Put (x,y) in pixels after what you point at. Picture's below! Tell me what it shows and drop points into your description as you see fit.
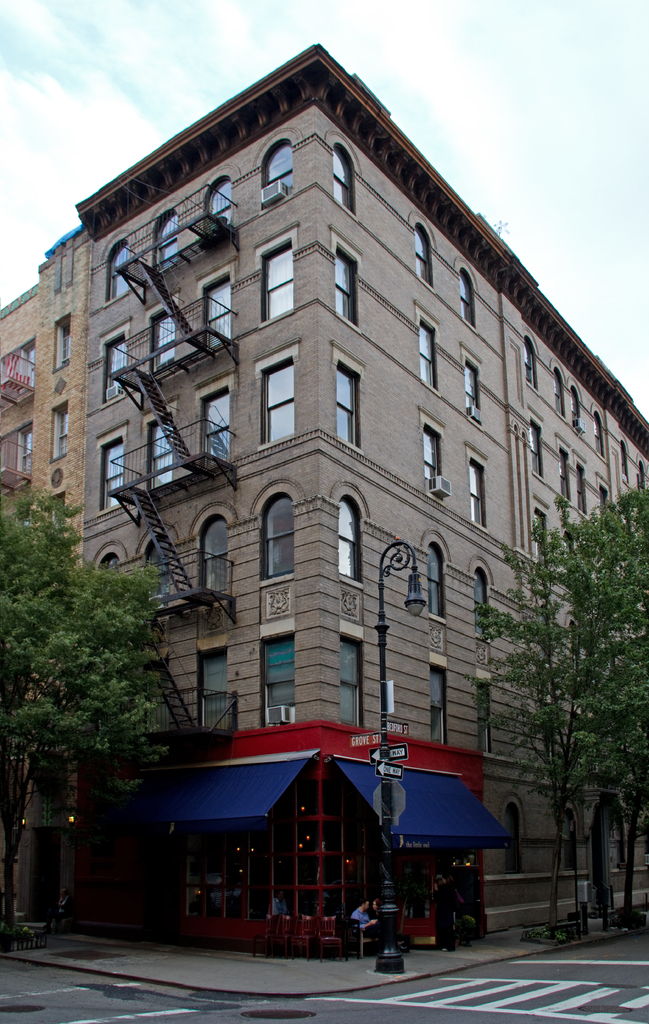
In the center of the picture (345,384) there are trees (48,651), building (389,474), staircases (142,518), windows (339,806), street light (418,596) and other objects (451,893). In the foreground (266,1015) it is road (142,996).
